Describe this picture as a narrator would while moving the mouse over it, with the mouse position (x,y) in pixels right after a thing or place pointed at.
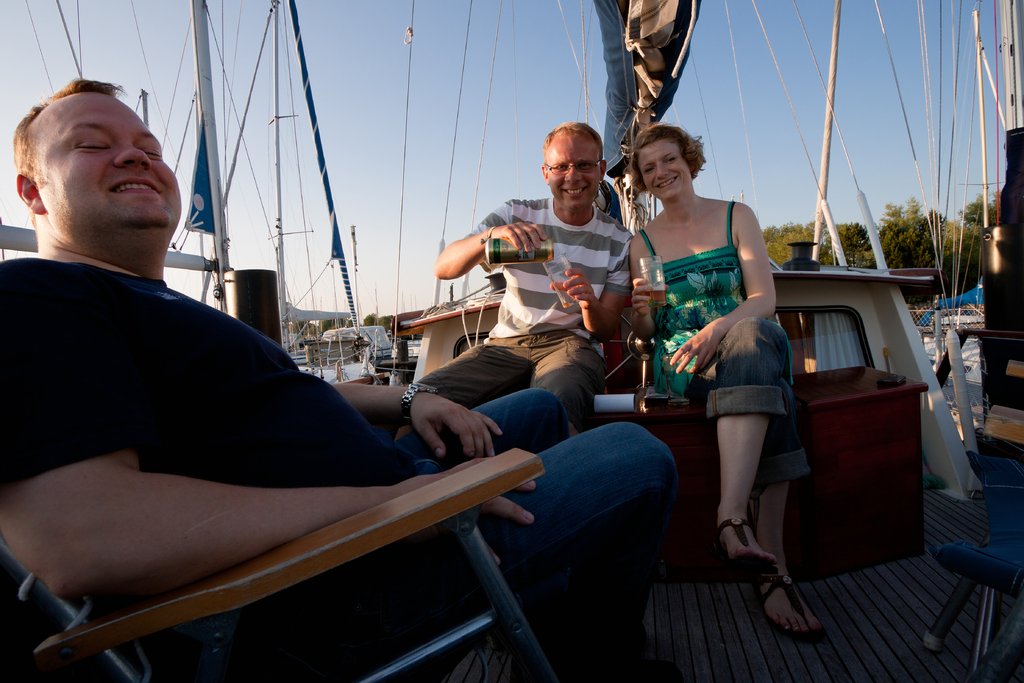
In this image we can see three persons (491,439) sitting on a boat (764,651). One person (320,483) wearing black shirt (184,367) is sitting on a chair (536,657) placed on the floor (750,620). Two persons (743,342) are holding glasses (558,296) in their hand (644,285). One person (580,282) wearing spectacles (582,166) is holding a can (536,259) in his hand (534,242). In the background (142,103), we can see poles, cables (301,189), trees (907,225) and sky (755,50).
